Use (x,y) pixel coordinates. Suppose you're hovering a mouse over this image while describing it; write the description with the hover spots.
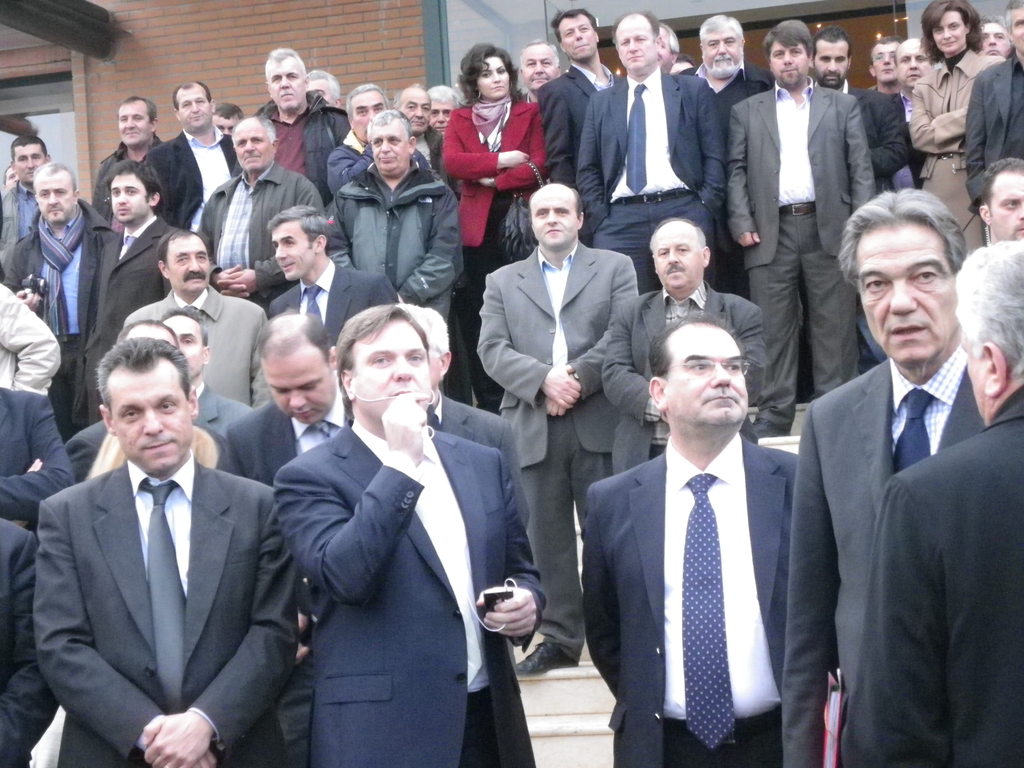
In this image group of people (524,361) are standing among them some are wearing suits (406,490). In the background (387,73) I can see a brick wall (375,35).
